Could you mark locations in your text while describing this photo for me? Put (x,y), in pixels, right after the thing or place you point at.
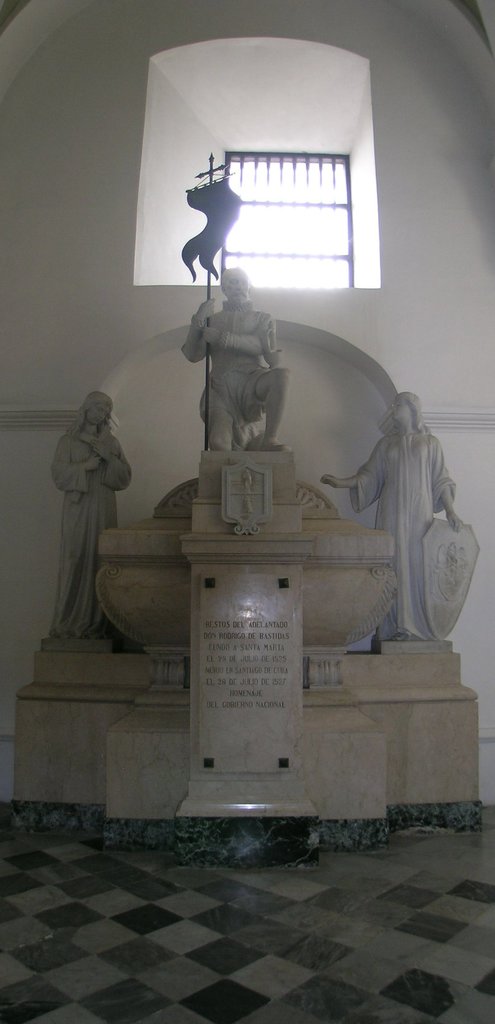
In this picture I can see there are statues (406,400) and the middle statue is holding the flag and there is a window (320,192) in the backdrop (299,135) and there is a wall (171,251).
